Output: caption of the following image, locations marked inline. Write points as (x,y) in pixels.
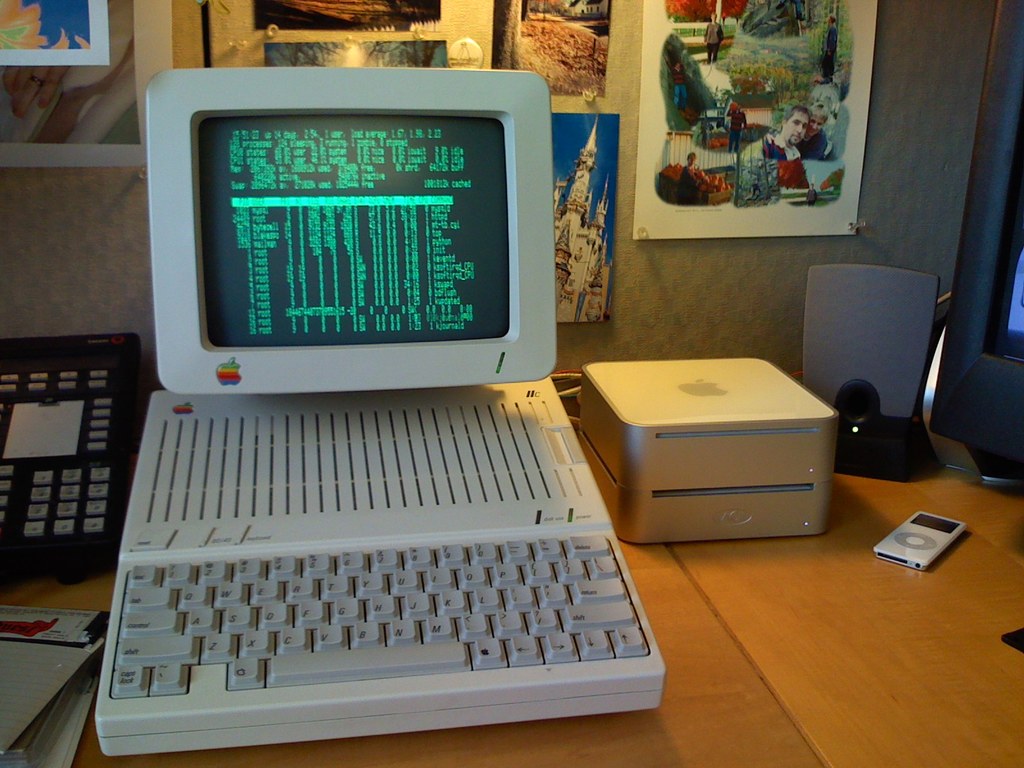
In this image, I can see a computer (360,498) with a keyboard (318,642). This looks like a telephone (67,471), iPod (911,552), speaker (914,319), book (48,701) and an electronic device (705,486) are placed on the table (607,747). These are the posters (402,45) attached to the wall (892,38). On the right side of the image (978,252), that looks like a screen (983,363).
